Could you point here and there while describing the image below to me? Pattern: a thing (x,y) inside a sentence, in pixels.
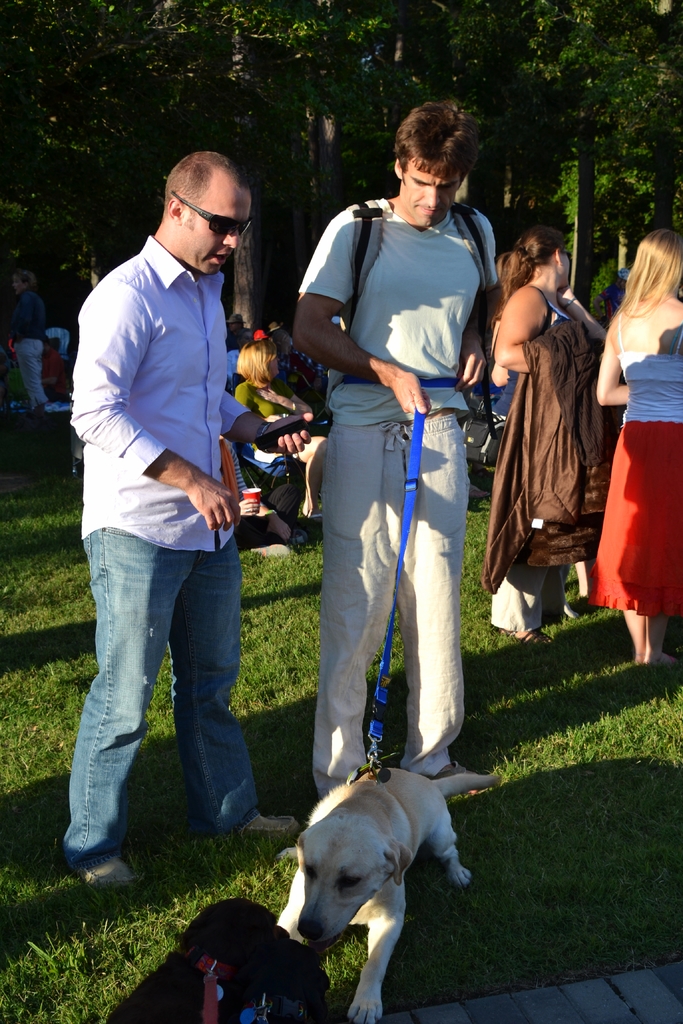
this picture shows few people (565,244) standing and few are seated and we see a man (463,263) Standing and holding a dog (315,836) with the help of a string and we see a other man (221,304) watching it and we see trees (393,103) back of them.
